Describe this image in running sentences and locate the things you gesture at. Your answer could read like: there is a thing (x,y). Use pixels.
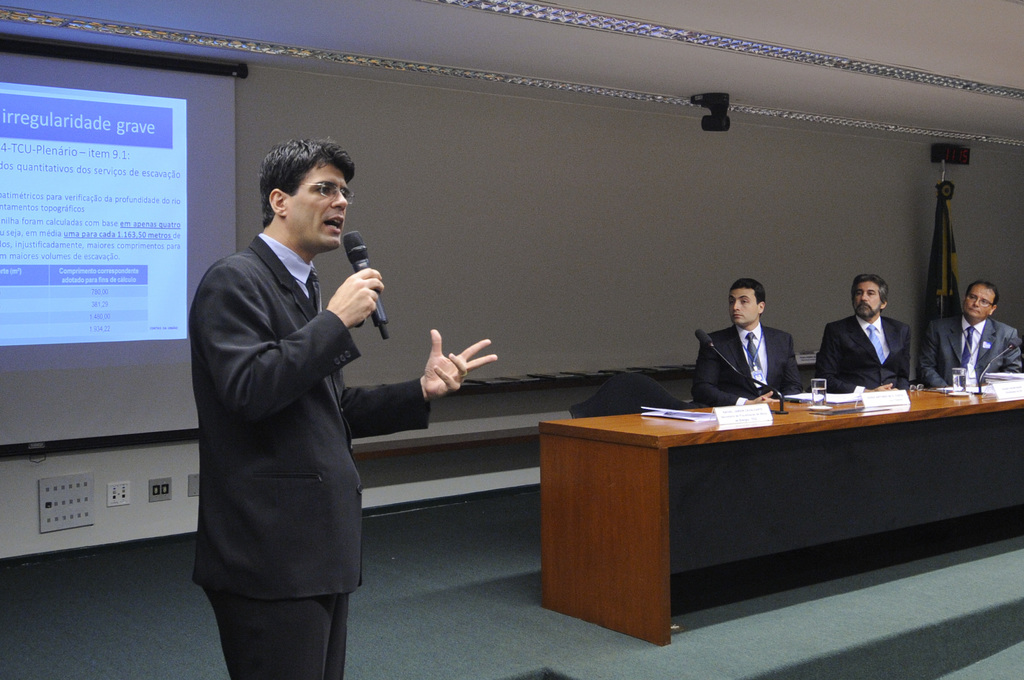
In this image, we can see a person (297,388) in a suit (264,305) standing and talking with a microphone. On the right side of the image (730,388), we can see three men (865,365) are sitting on the chairs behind the desk (770,521). On the desk (720,472) there are few objects (771,411) and microphones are placed. At the bottom of the image (872,622), there is a floor (694,657). In the background (551,381), we can see the wall (480,231), screen (104,255), flag (939,231) and few objects (734,43).
